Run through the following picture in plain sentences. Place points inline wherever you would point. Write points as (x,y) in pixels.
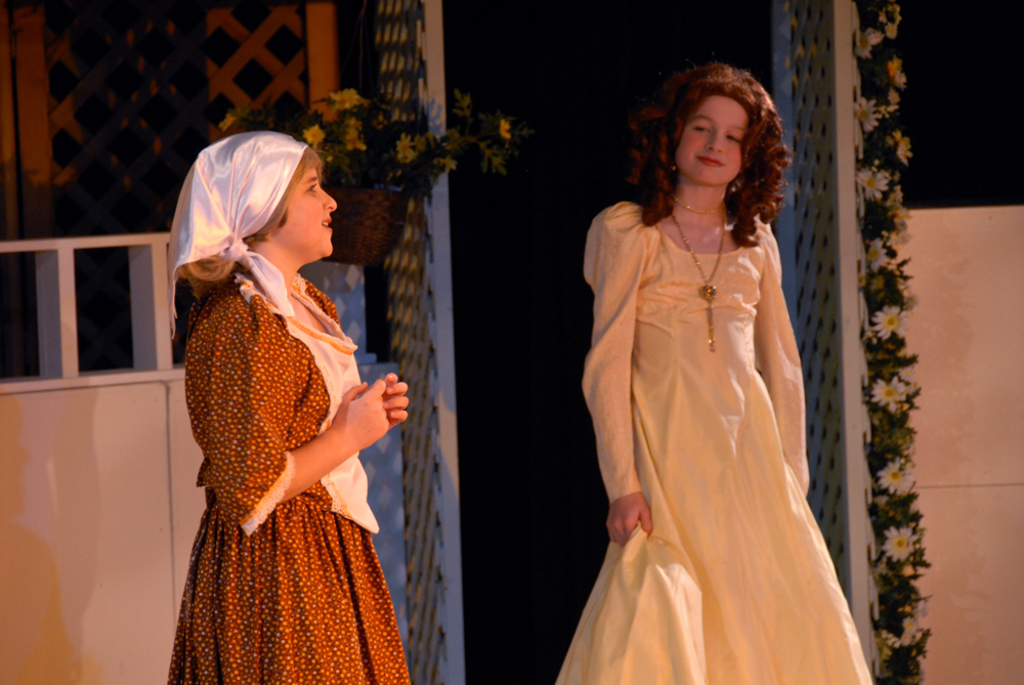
This image consists of two girls (670,653). On the right (724,414), the girl (689,467) is wearing a yellow dress (693,508). On the left (261,352), the girl (264,299) is wearing a white scarf (263,191). In the background (72,188), we can see a house (964,276) along with small plants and a door (486,437).
